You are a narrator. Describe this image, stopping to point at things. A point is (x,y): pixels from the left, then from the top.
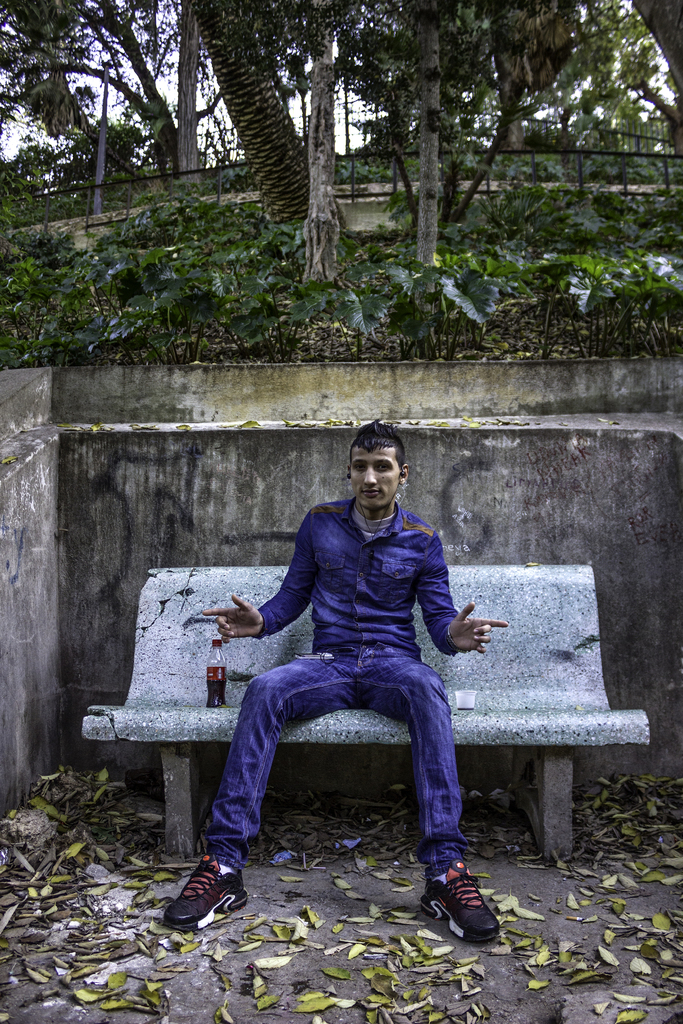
This picture describes about a man (381,633) seated on the bench (532,631), besides him there is a bottle (216,685). In the background (264,145) we can see couple of trees (335,91).
